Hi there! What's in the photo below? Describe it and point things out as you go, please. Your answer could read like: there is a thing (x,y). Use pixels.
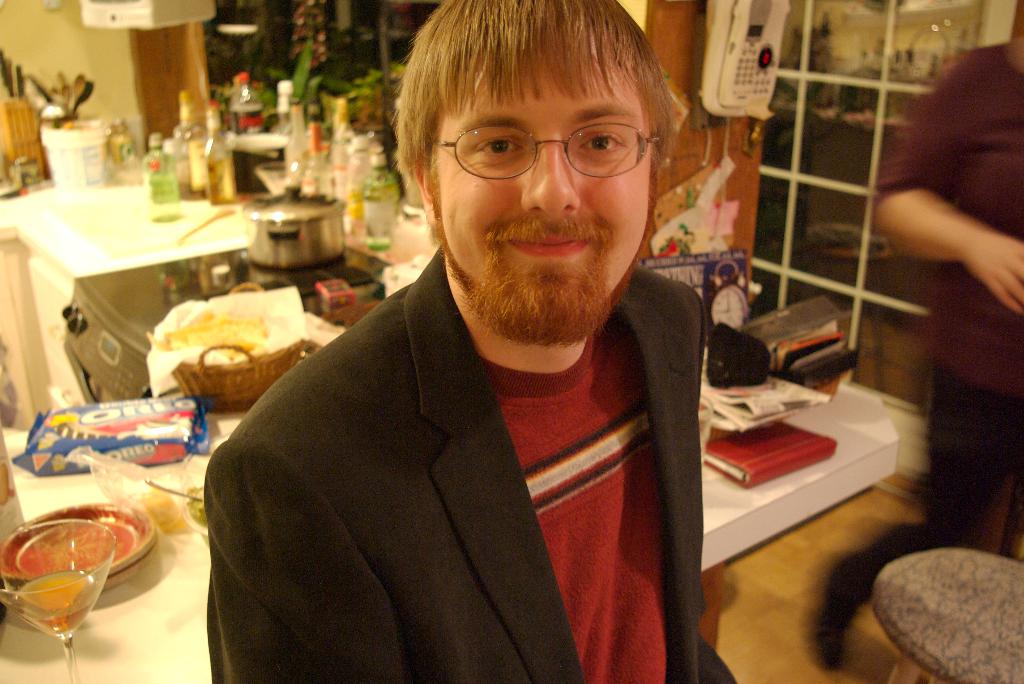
The man (501,114) in black suit (421,480) is highlighted in this picture. On this table (169,546) there is a food pack (58,422), bowl (201,496), glass (48,582), bottles (293,148), spoons (57,102) and container (70,139). On this stove (122,314) there is a container (258,251). Telephone (758,60) is on wall (702,34). This person (958,104) is standing. On this table (735,518) there is a red book (766,456).
